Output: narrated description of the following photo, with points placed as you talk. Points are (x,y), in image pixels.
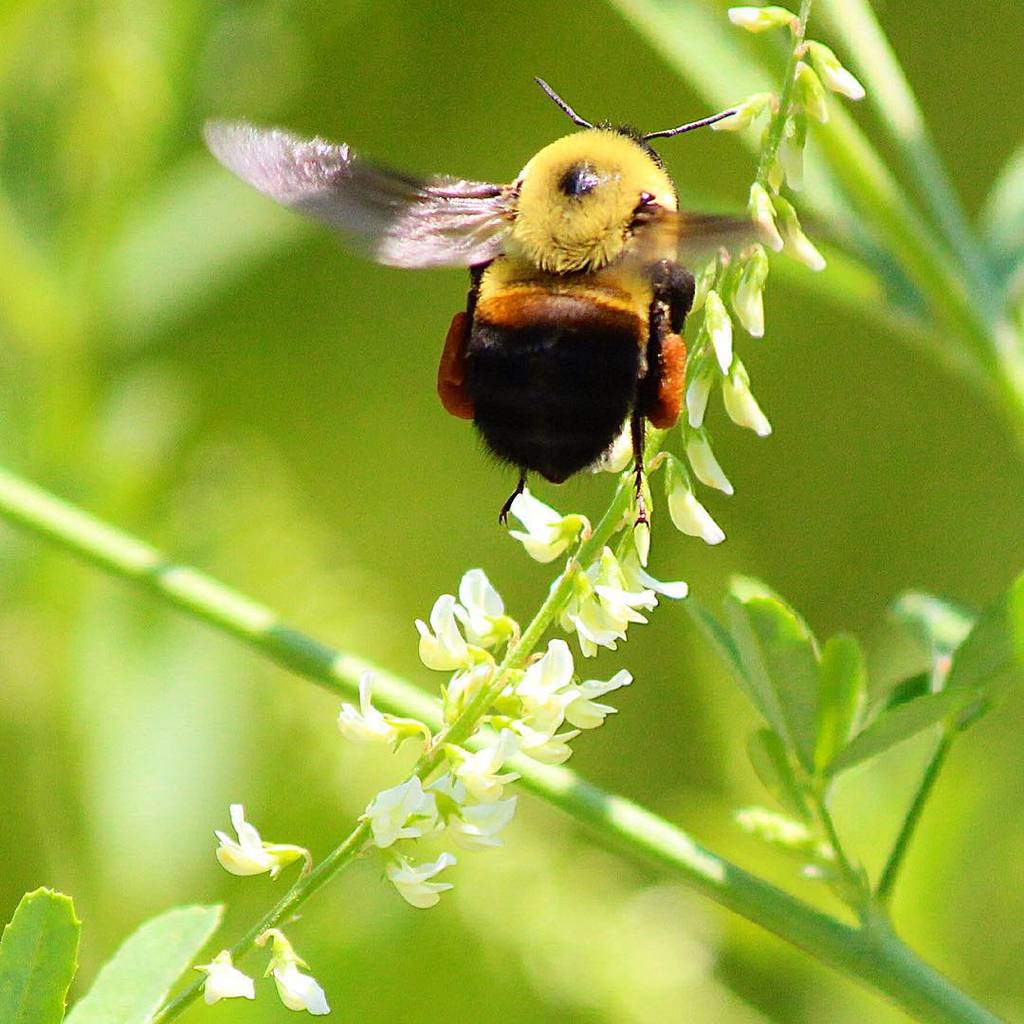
In this image, I can see an insect (558,253) flying. I think this is a plant (880,896) with the tiny flowers (466,822) and leaves (820,669). This looks like a stem (412,707). The background (314,461) looks green in color.
